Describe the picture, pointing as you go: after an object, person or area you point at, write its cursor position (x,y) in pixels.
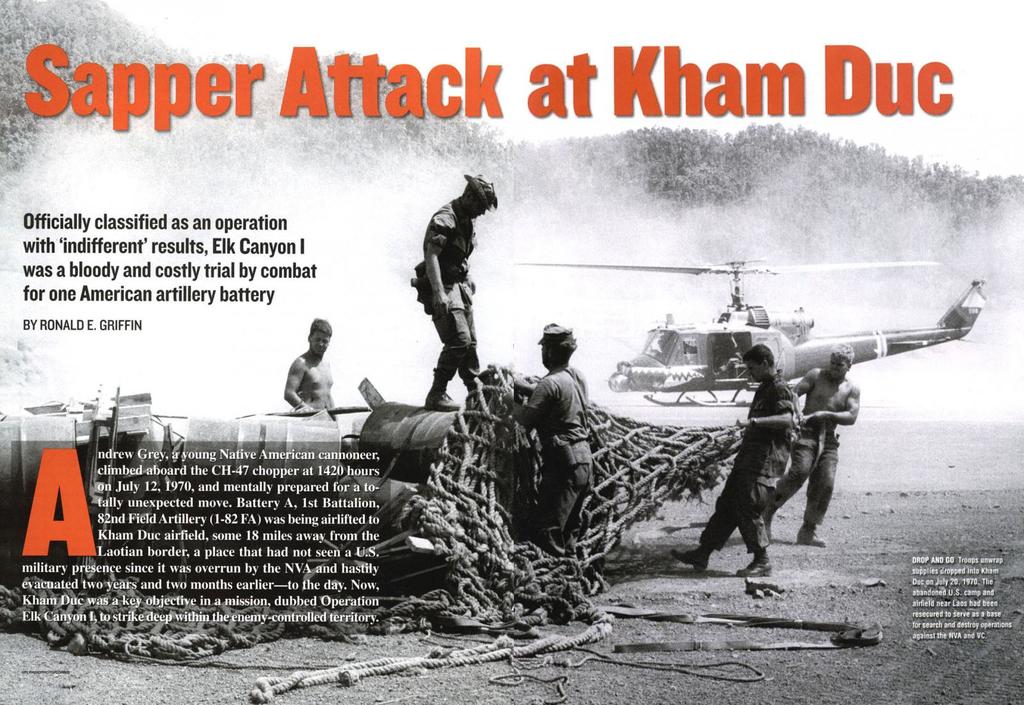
In the picture we can see some information (963,588), on it we can see a SAPPER ATTACK AT KHAM DUC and some people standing and pulling the net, they are wearing a uniform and behind them we can see a helicopter (731,328) and some trees (932,177) behind it.
